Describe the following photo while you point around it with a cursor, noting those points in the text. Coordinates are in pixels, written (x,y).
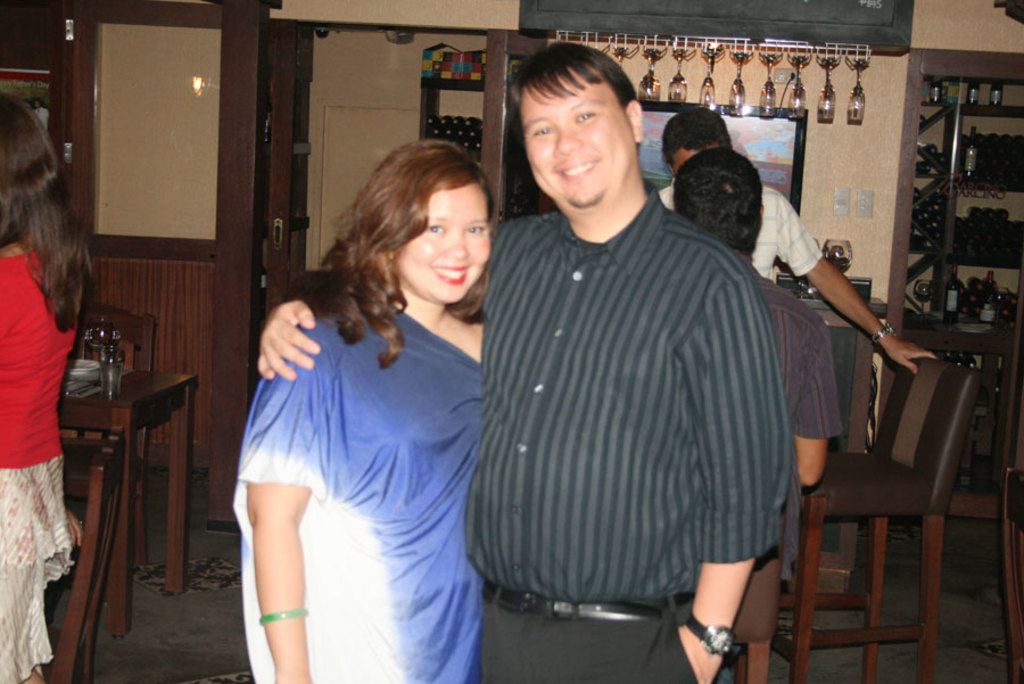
This woman (344,252) and this man (534,285) are standing and giving smile. In this rack (535,199) there are bottles (959,231) and things (983,159). Far this persons (766,283) are standing. We can able to see chairs (917,408) and tables (139,395). On this table (149,387) there is a glass (113,384). This is door (207,127).
